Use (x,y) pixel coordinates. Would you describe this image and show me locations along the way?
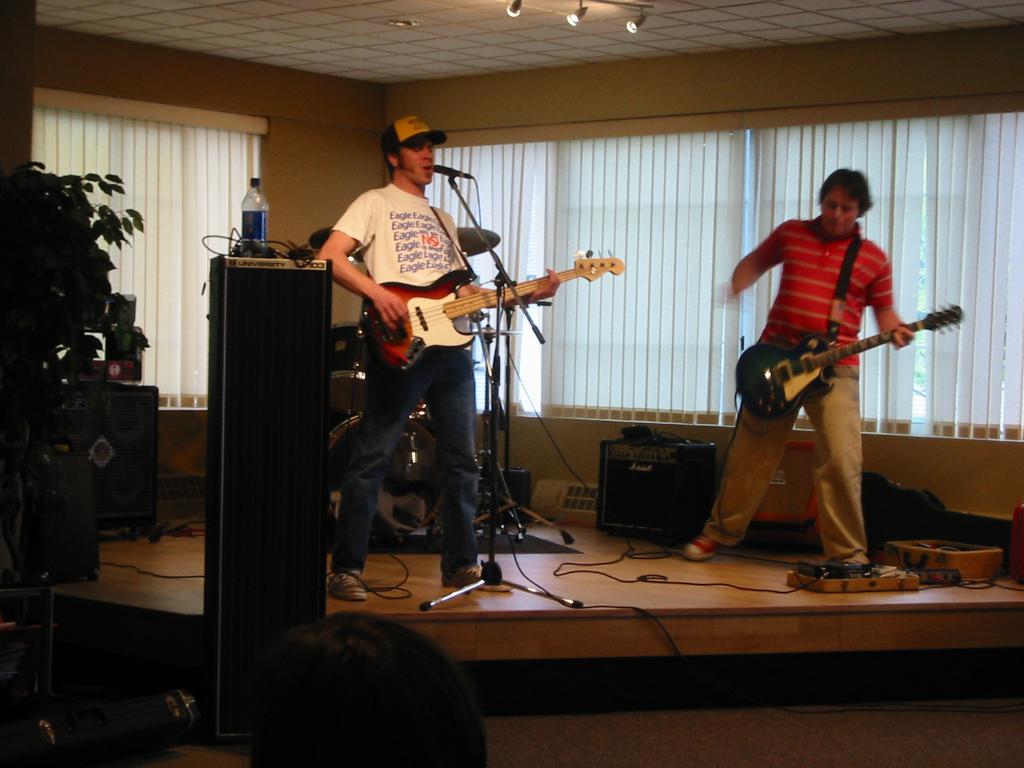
In this picture there are two men (808,307) who are playing guitar (615,269). There is a mic (461,173). There is a bottle (253,212) on the speaker (273,483). There is a person (300,670). There is a plant (8,318) and lights (570,21). Few objects (397,502) at the background (903,501).
